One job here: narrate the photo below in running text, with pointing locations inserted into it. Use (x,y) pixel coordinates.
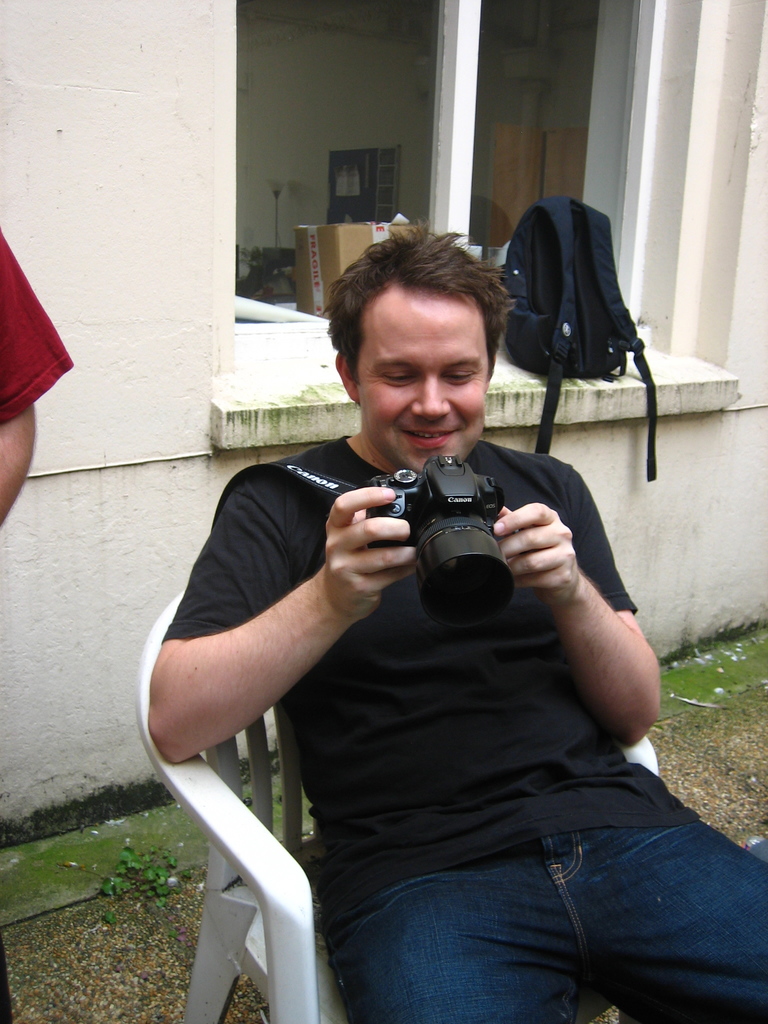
in the picture a man (463,420) is sitting on the chair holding a camera (463,569) there is bag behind the man (270,603).
